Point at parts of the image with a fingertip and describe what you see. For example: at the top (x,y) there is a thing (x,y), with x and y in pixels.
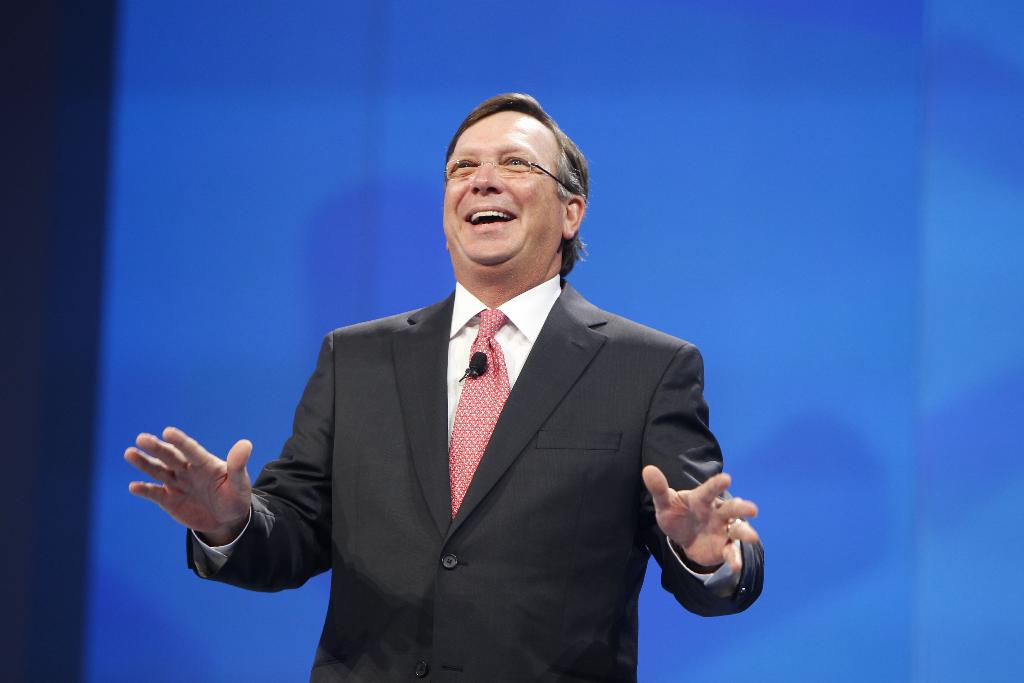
In the image we can see a man (531,527) standing, he is wearing blazer (534,469), shirt (460,374), tie (483,408) and spectacles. This is a microphone (473,375) and the background (818,268) is blue in color.
